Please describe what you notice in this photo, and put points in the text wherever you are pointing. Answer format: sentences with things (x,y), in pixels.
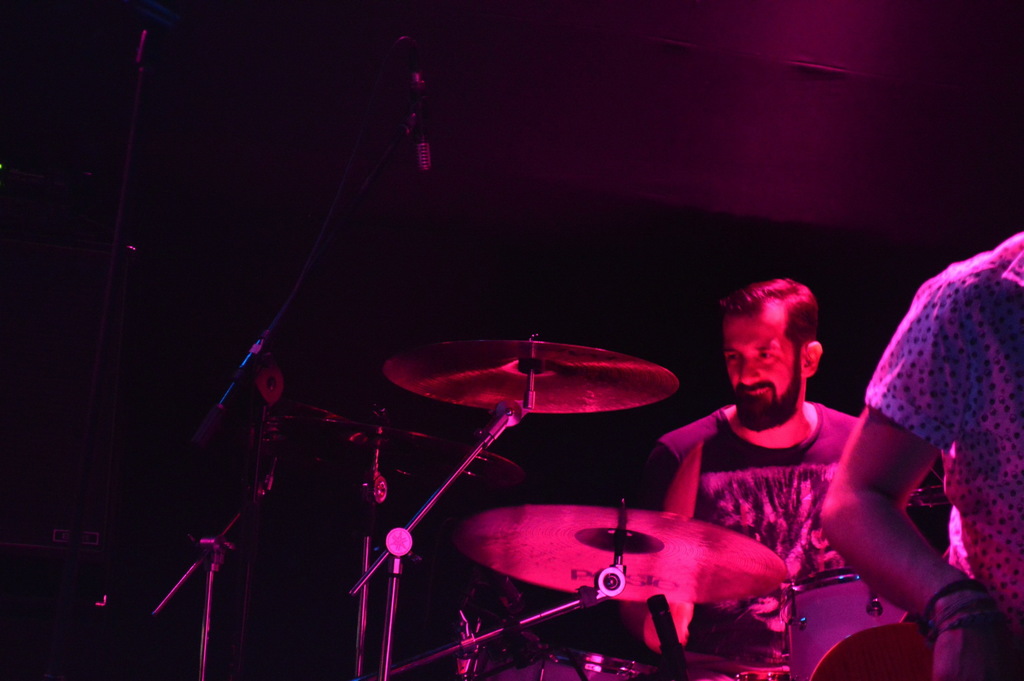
In this picture we can see a man (740,518) is sitting and in front of the man (746,425) there are cymbals (531,511) and stands (465,642) and a person (952,500) is standing. Behind the people (731,512) there is a dark background (702,111).
